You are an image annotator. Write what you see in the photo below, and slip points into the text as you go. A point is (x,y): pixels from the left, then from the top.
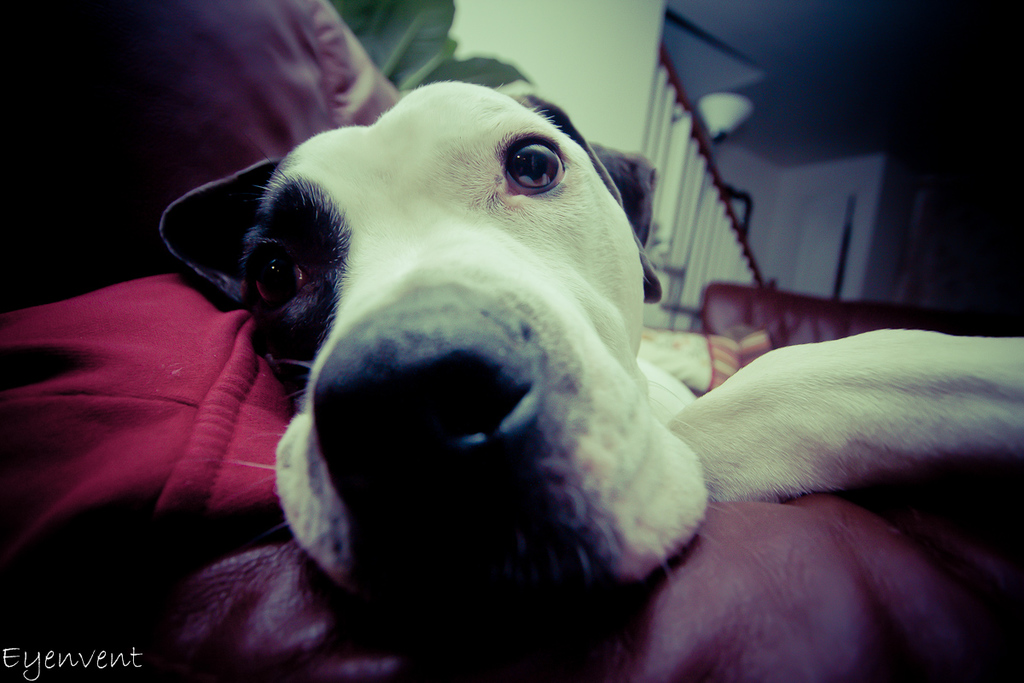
In this image, I can see the face (361,480) of a dog (610,420). I think this is a couch (778,563). At the top of the image (448,80), that looks like a houseplant (437,66) with the leaves (447,77). This is a staircase holder (705,245). At the bottom left side of the image (117,659), I can see the watermark (70,658).
